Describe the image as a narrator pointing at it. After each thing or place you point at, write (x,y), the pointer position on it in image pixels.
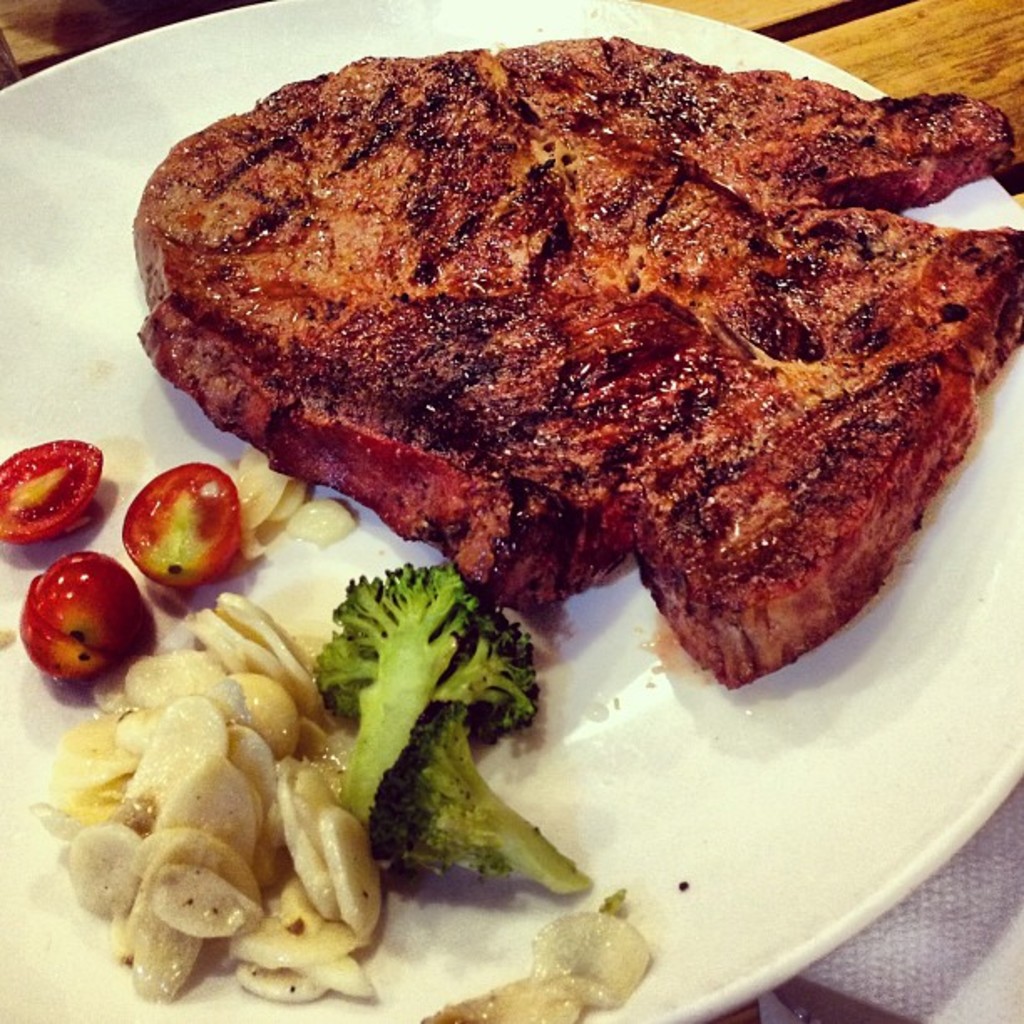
This image consists of a plate (307,582), it is in white color. On that there are some eatables (353,671), such as tomatoes (161,501), broccoli (487,666), meat (537,590).
